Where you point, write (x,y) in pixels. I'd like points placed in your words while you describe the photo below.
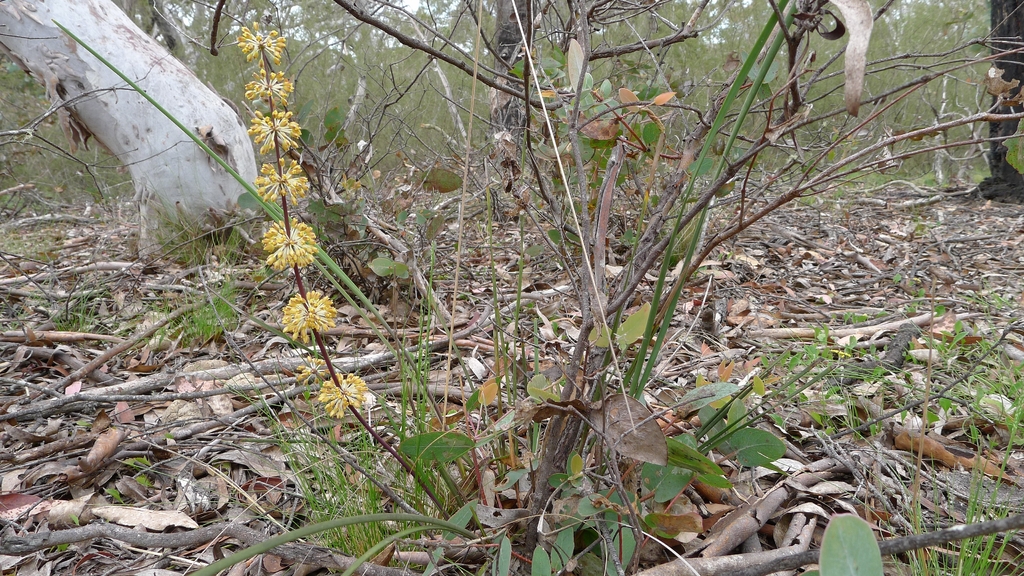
At the bottom of the picture (319,497), we see the grass (306,482) and trees (534,514) which have flowers (310,330). These flowers (319,320) are in yellow color. At the bottom (196,421), we see the dry leaves (281,416) and twigs (297,414). On the left side (110,15), we see the wood (113,94). There are trees (364,74) in the background (850,128).
